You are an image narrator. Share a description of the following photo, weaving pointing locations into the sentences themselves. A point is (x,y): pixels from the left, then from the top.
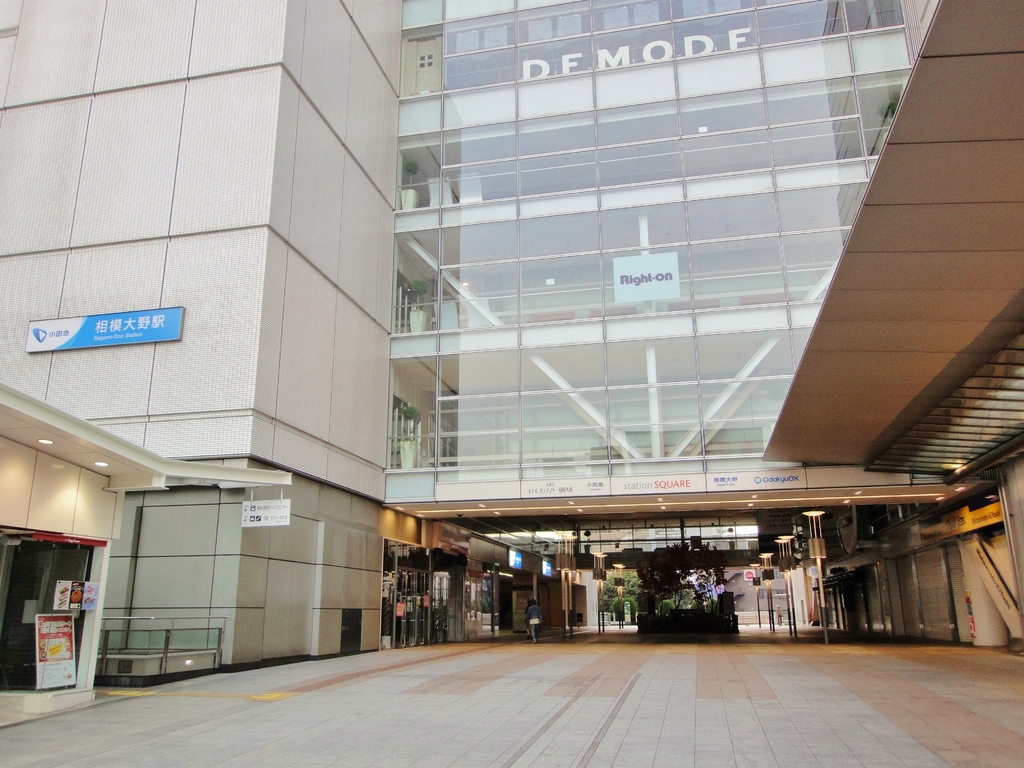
In this image we can see a building (462,344) with sign boards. In the center of the image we can see a person (541,624) standing on the ground (538,650) and some lights (564,577).
